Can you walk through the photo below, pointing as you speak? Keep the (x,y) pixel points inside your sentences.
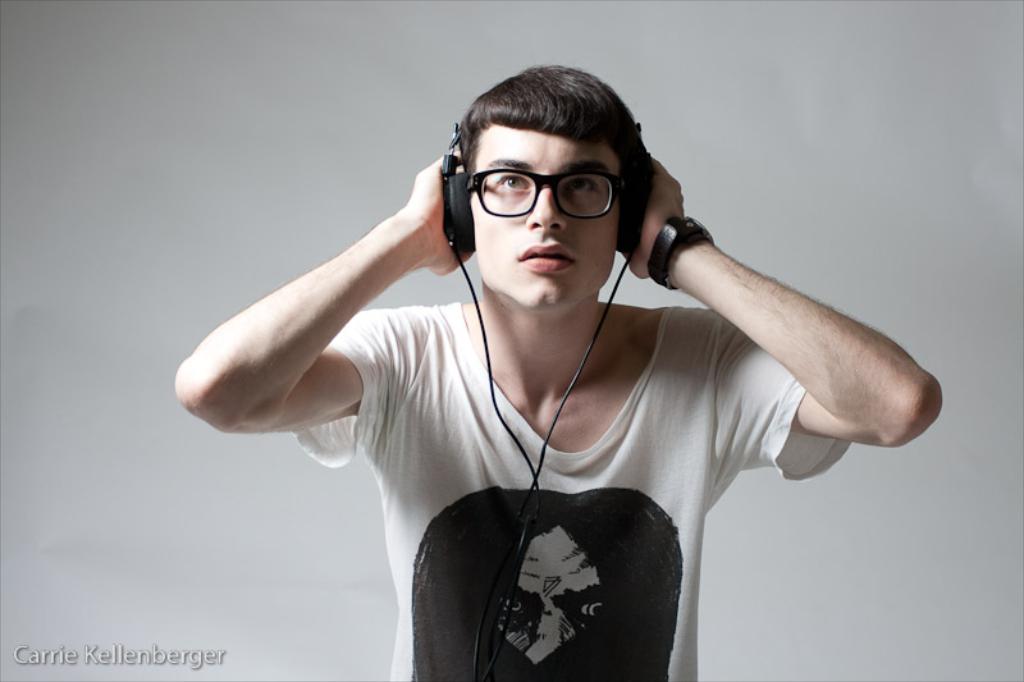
This image consists of a man (442,451). He is wearing white T-shirt (530,566). He is wearing headphones (604,312) and watch (664,236).
